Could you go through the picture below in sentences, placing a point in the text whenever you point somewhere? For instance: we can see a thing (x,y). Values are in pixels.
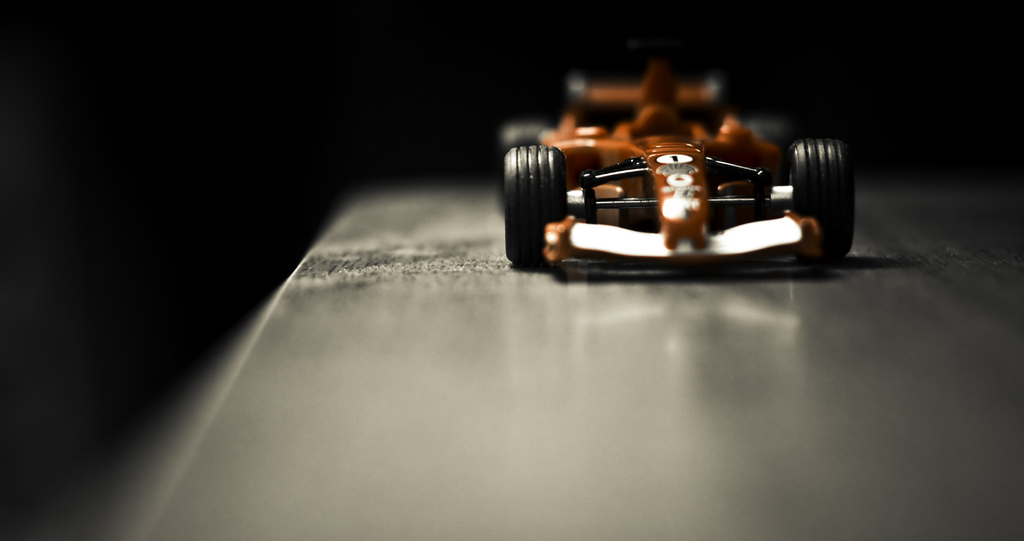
In this image I can see the vehicle (631,133) in orange and black color. It is on the grey surface (654,324). Background (215,210) is in black color.
